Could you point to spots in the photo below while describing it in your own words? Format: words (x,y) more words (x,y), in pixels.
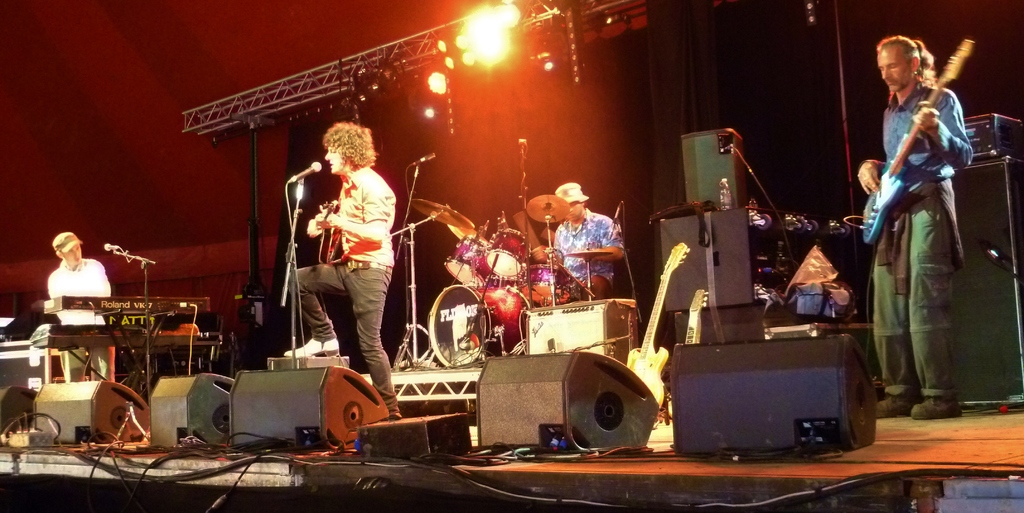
In this image I can see four people (539,251) standing on the stage (460,463) and playing musical instruments (872,222). On the stage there are many mics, sound boxes (348,388), and the musical instruments (523,336). In the background (516,64) there are lights (484,55) and a wall (155,141).
